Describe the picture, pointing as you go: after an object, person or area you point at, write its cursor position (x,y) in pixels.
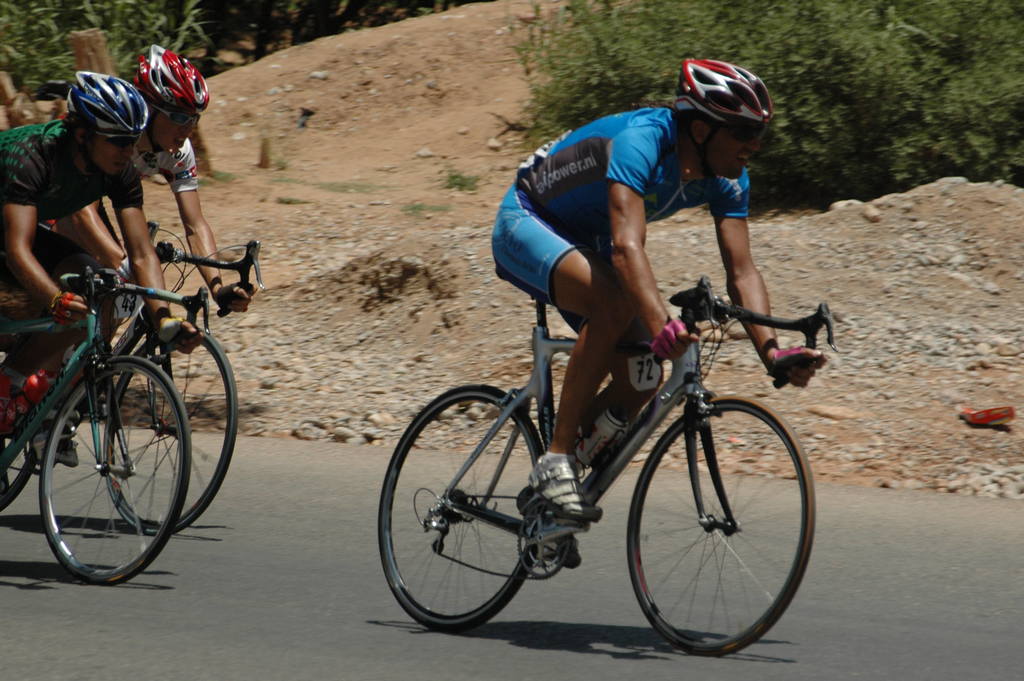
There are three persons (88,136) in different color dresses (62,151), wearing helmets (144,90) and cycling on the road (157,482). In the background (359,324), there are stones (935,247) and plants (681,60) on the hill (394,126).
